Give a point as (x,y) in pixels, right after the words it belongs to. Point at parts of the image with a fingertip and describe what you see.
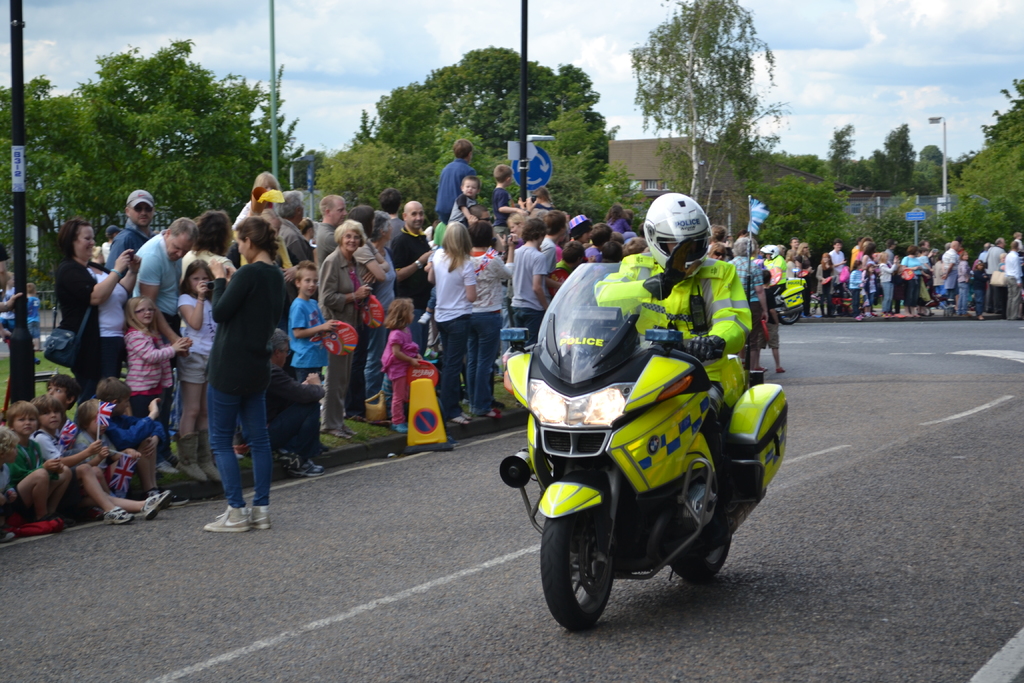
Here I can see a person (729,337) wearing jacket (713,294), helmet (670,238) on the head (692,231) and the riding the bike (696,516) on the road (929,563). On both sides of the road (950,522) there are many people (503,302) standing and looking at this person (633,292). In the background (640,159) there are some buildings (646,179), trees (268,147) and poles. On the top of the image (368,40) I can see the sky (358,45).
